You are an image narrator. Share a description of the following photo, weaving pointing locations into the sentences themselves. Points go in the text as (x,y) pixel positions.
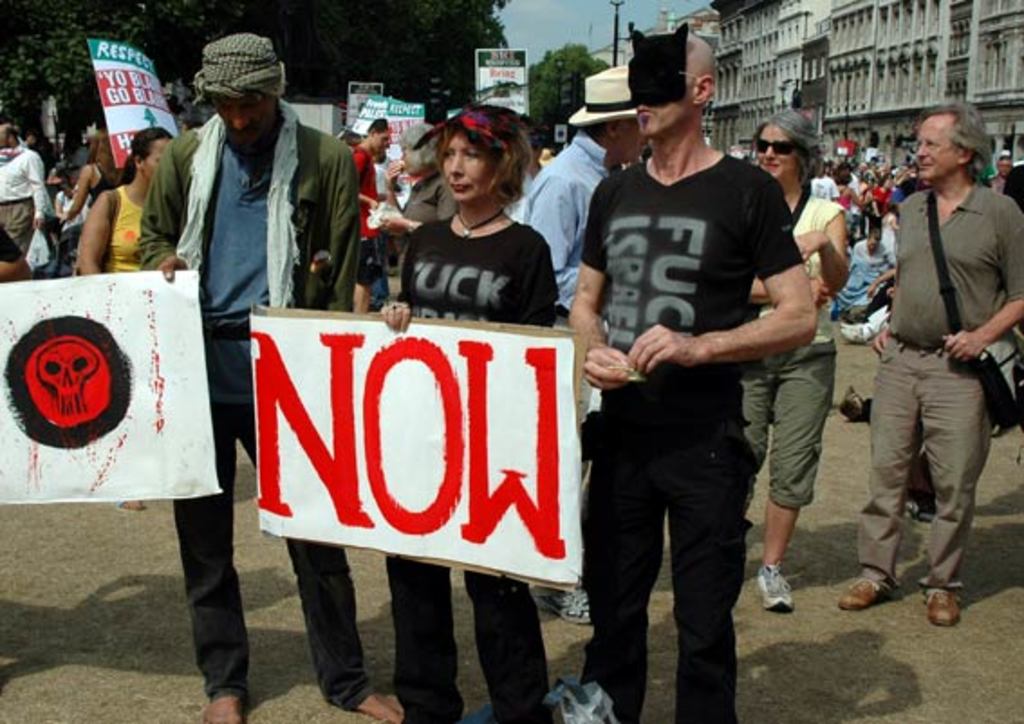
In the image there are three people (412,233) standing and holding the posters (190,418) with image (9,376) and some things (395,355) written on it. Behind them there are many people (608,79) standing and also there are holding posters (134,103) in their hands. In the background (542,80) there are trees (444,71), buildings (814,51) and also there is a pole (614,47).
